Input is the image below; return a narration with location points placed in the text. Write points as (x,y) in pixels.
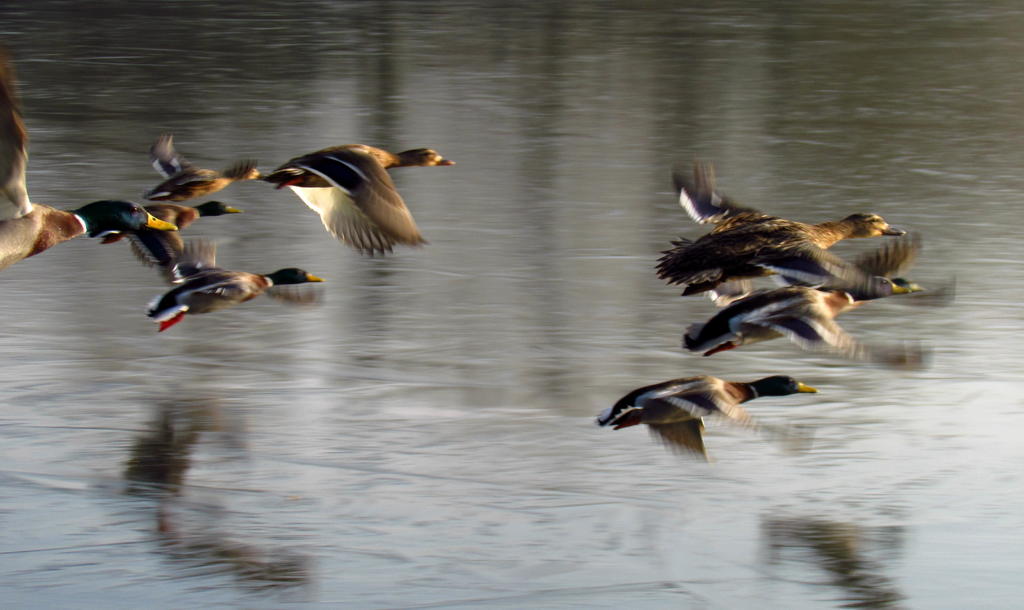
Birds (355,236) are flying. There is water (384,455) below them.
